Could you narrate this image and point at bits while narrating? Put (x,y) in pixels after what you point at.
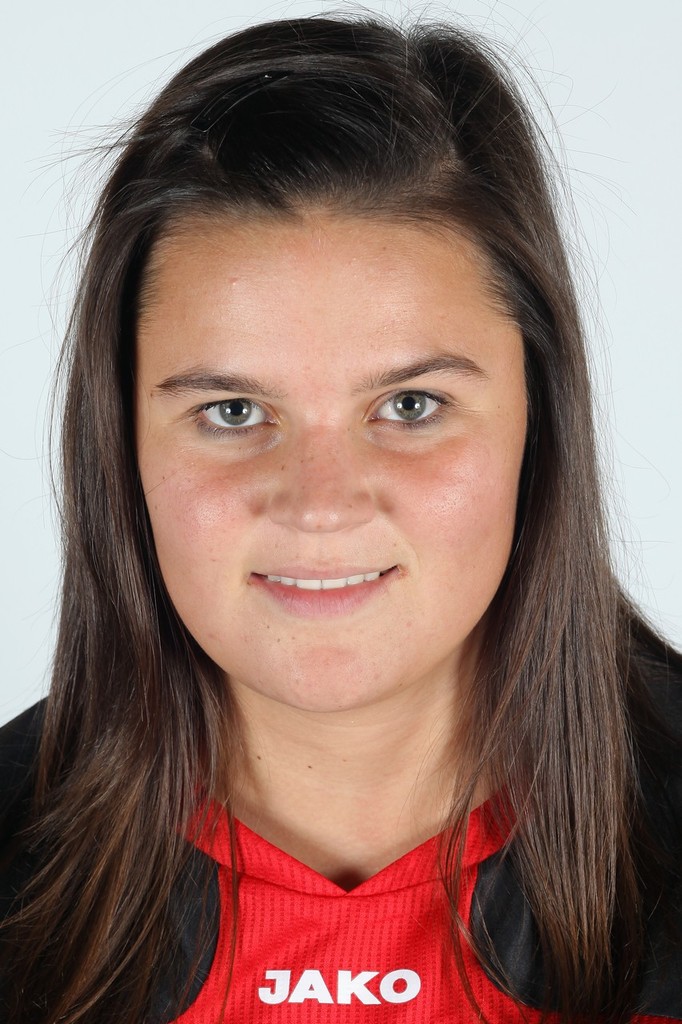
It is the picture of a girl (454,509) who is smiling.
